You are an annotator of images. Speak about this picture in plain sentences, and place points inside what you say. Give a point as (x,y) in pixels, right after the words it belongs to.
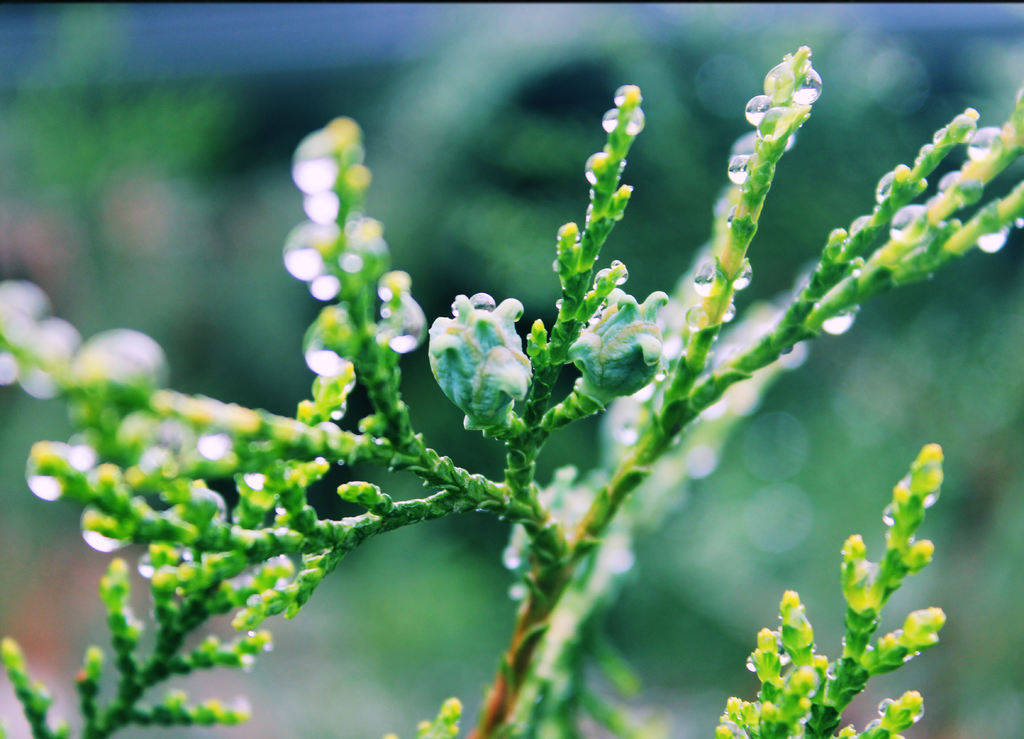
In this image there is a plant (473,325) with buds (509,358) and water drops (703,461), and there is blur background (134,14).
